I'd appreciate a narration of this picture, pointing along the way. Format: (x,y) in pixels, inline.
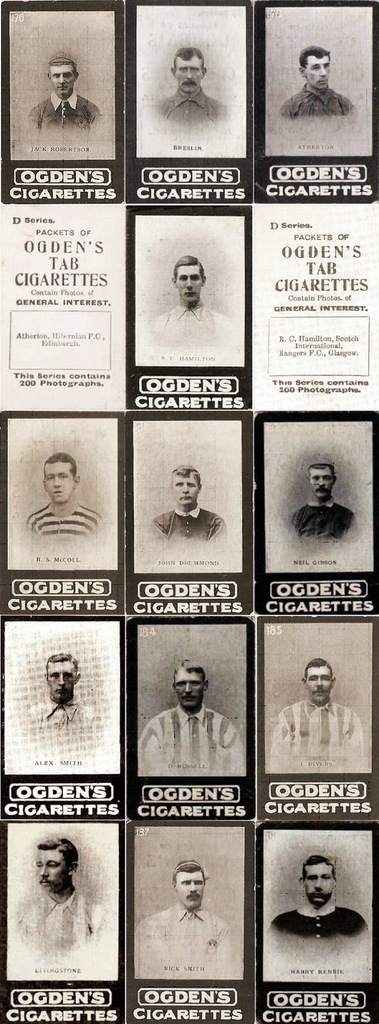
In the image we can see a poster (168,497). On the poster (215,514) we can see the photographs (215,494) of a few people (312,472).
